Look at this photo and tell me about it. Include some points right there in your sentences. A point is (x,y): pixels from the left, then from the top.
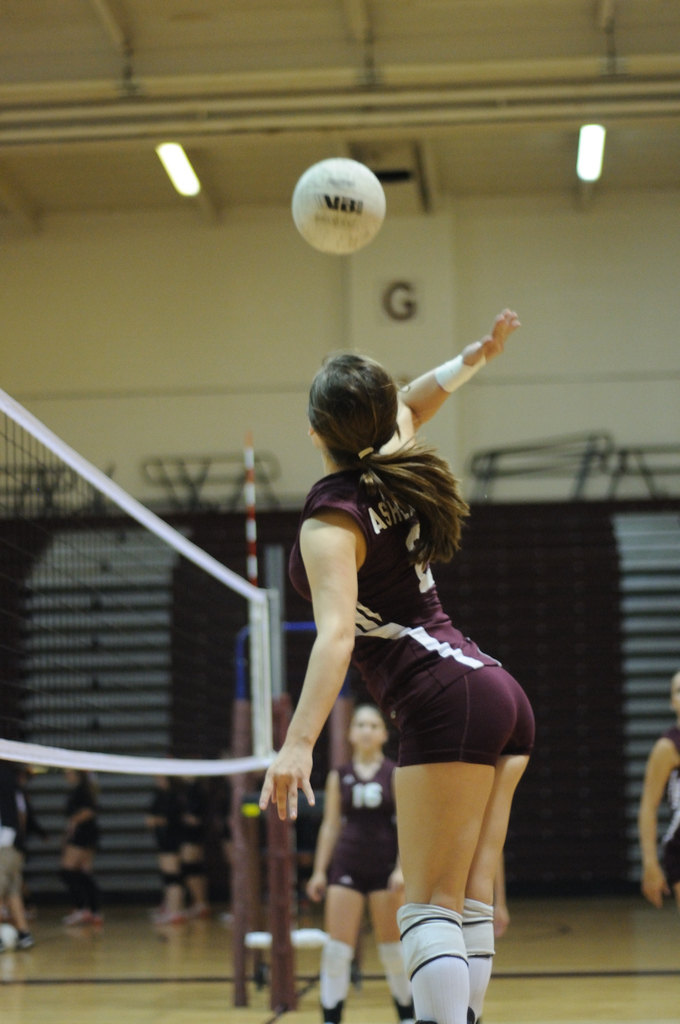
In this picture we can see a woman (476,792) is trying to hit a ball (358,229) and in front of the woman (377,684) there is a net (139,600) and some people (199,847) are standing on the floor (63,938). Behind the people (98,913) there is a wall (289,306) and on the top (592,152) there are ceiling lights (182,155).
